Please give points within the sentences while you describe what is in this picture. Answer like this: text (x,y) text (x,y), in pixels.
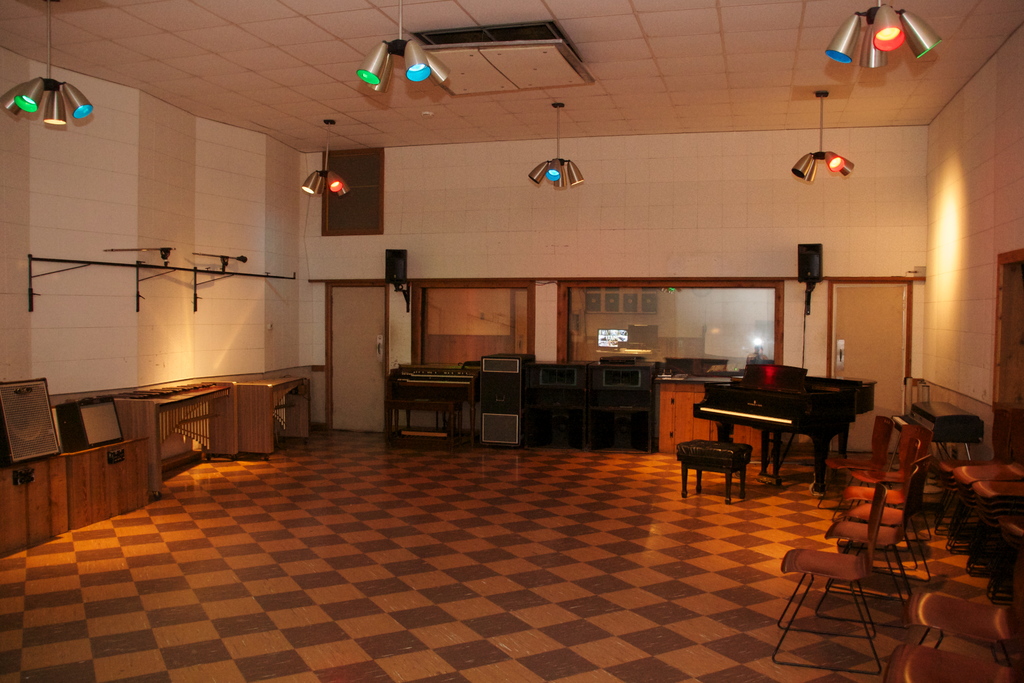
In the given image we can see a room (432,501). There are many chairs (847,542) and a piano (753,403). These are the lights (843,48).
